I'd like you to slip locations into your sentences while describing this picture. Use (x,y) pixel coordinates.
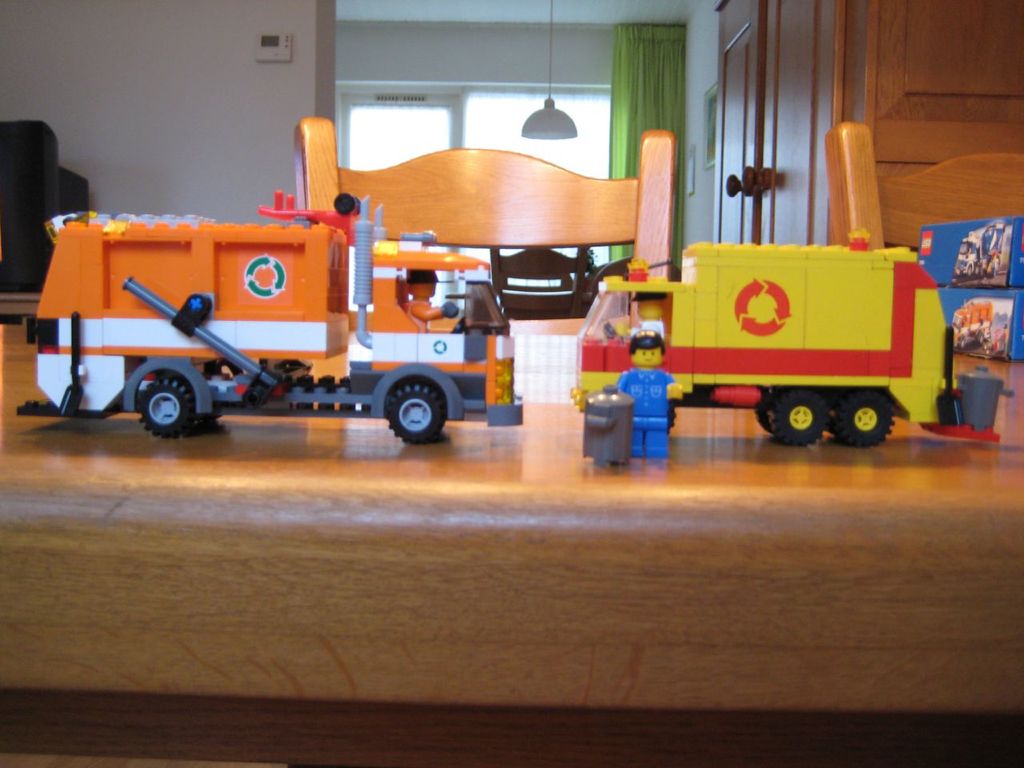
In this image we can see a table (454,436) and on the table (373,487) there is a toy trucks (763,301), chairs (428,187), walls (297,71), curtains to the windows (506,96) and a light (547,119) hanging from the top.
